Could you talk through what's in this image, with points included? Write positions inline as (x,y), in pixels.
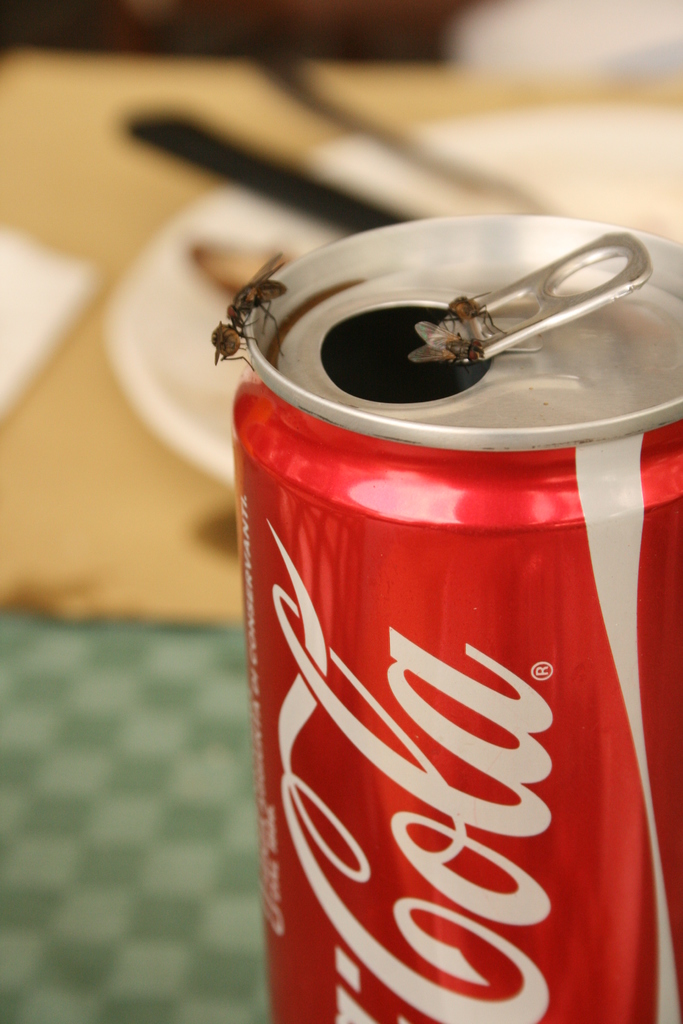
In the center of the image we can see one table (174,514). On the table (164,514), we can see one plate (160,368), one green color object (179,874), one white color object (79,273), one coca cola can (384,631) and a few other objects (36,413). On the coca cola can (279,478), we can see a few house flies (452,310). In the background (41,31), we can see it is blurred.
